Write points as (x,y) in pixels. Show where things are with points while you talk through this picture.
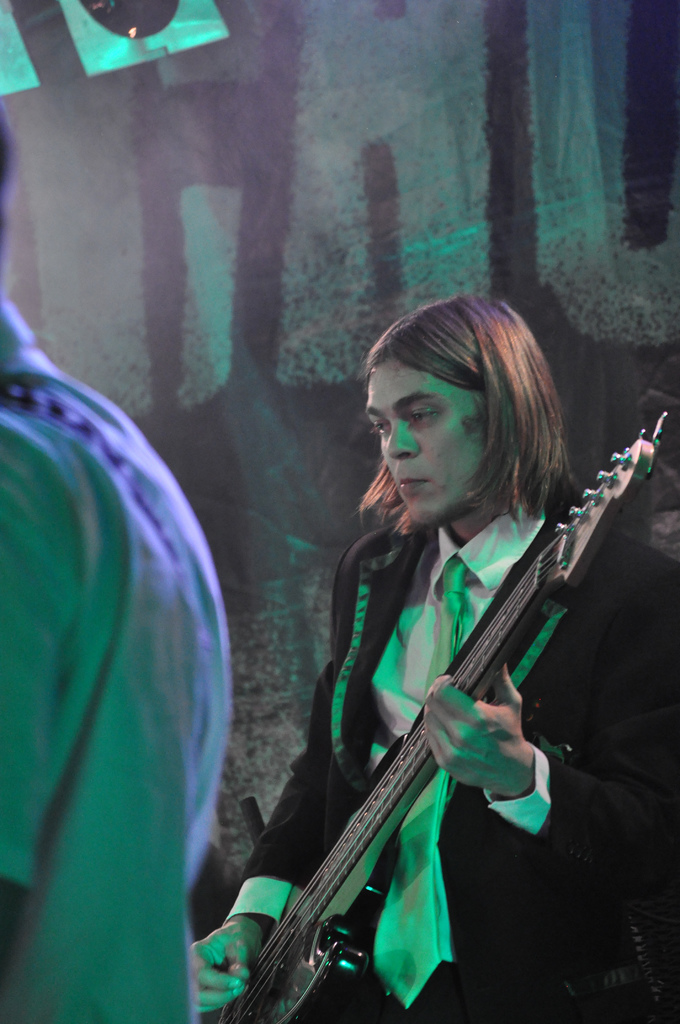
Here we can see one man (543,427) with long hair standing and playing a guitar (315,940). At the left side of the picture (7,518) we can see a partial part of a human (111,631).
